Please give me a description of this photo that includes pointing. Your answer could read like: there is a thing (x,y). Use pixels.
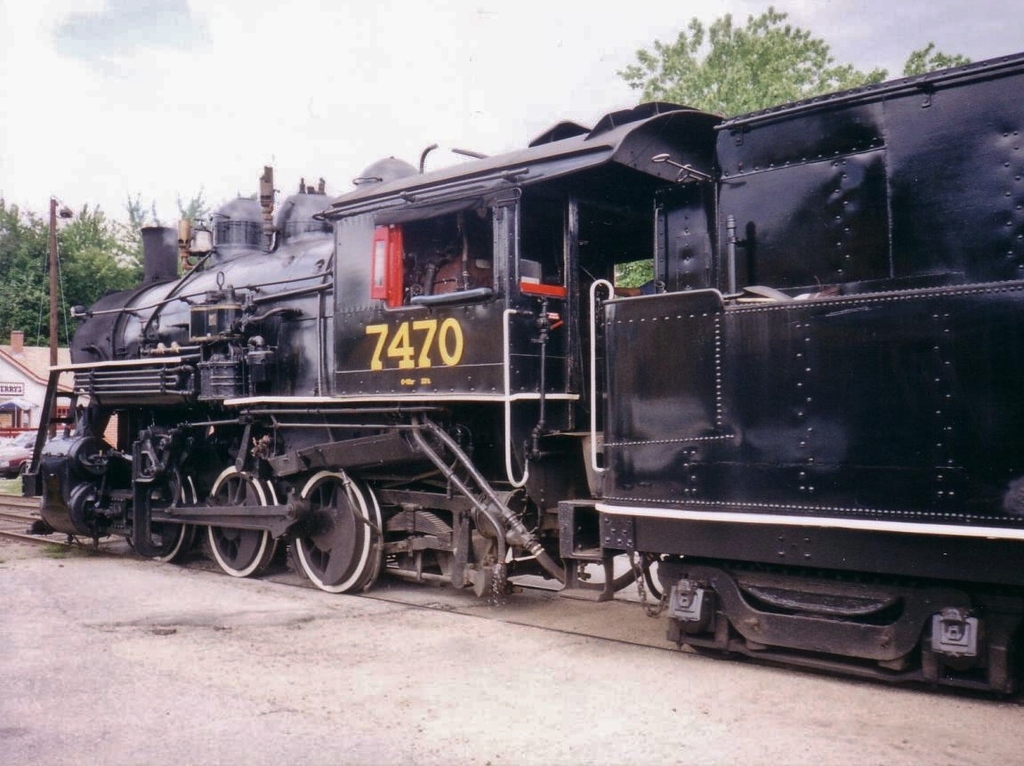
In this picture, we see a train (470,254) in black color is moving on the railway tracks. On the left side (41,357), we see a white building (19,385) with a roof (38,359). There are trees (24,339) in the background (747,101). At the top of the picture (325,88), we see the sky (380,95).
